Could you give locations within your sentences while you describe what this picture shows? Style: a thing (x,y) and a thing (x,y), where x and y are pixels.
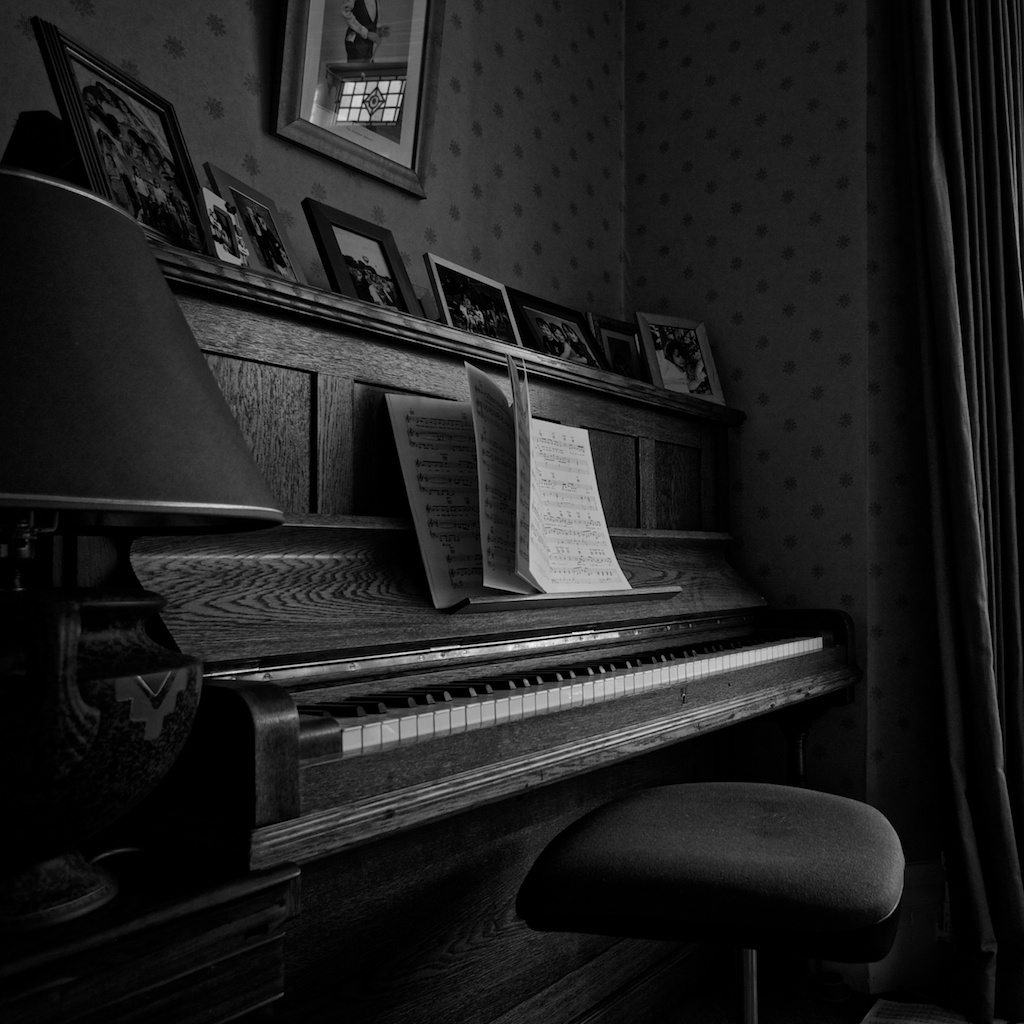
Here we have photo frames (475,310) or picture frames (588,319) present. Behind the wooden desk (429,662) we have piano desk (539,664), above piano (647,622) we have a book (549,534) seems like a music related one. Beside we have lamp (89,416) and chair (799,902) is present. It seems like musical room (807,294).
